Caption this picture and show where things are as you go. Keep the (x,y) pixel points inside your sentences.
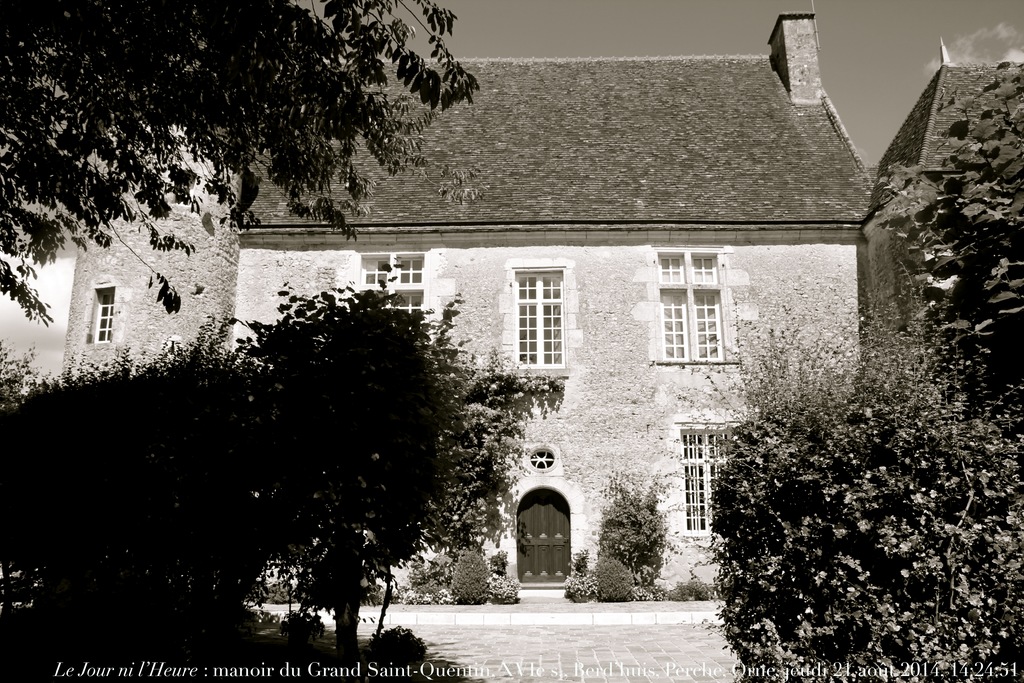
In this image we can see plants (727,535), house (585,473), windows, door (549,572) and other objects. On the left (249,531) and the right side (789,649) bottom of the image (238,466) there are plants (329,477). At the bottom of the image (653,652) there is the floor (601,657). On the left side (19,148) top of the image (287,128) there is a tree (195,133). On the right side of the image (1020,123) there is a tree (1001,117). In the background of the image (846,38) there is the sky (958,36).
